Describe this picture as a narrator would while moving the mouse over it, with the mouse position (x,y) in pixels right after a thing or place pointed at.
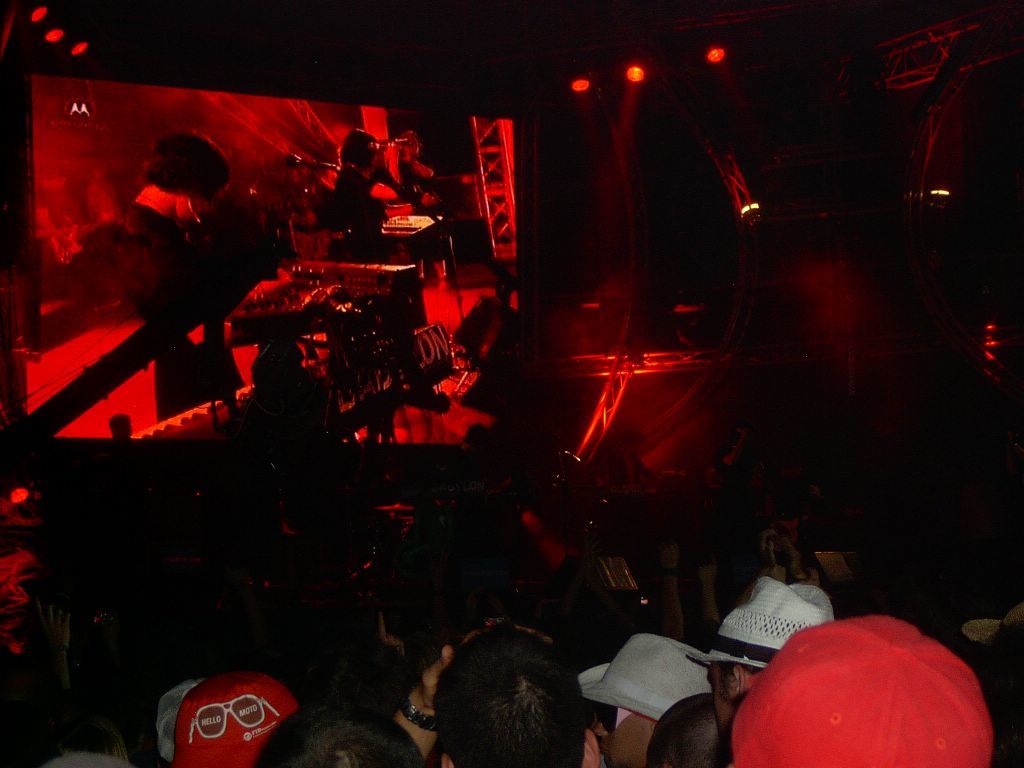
In the image there are few people (640,668) standing and in the back (161,185) it seems to be a screen (200,232) and there are red lights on the ceiling (525,94).
